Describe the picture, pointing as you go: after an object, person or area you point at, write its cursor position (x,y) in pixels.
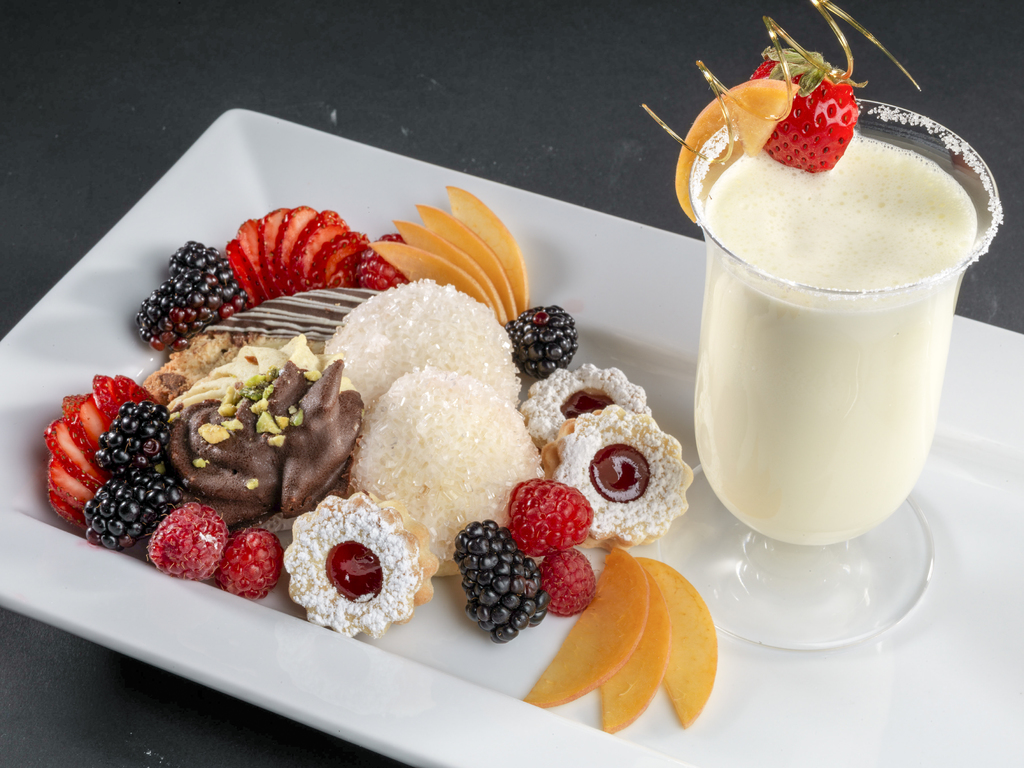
In this image there are food items (495,496) and a glass of juice (766,363) placed on a tray (990,591).
